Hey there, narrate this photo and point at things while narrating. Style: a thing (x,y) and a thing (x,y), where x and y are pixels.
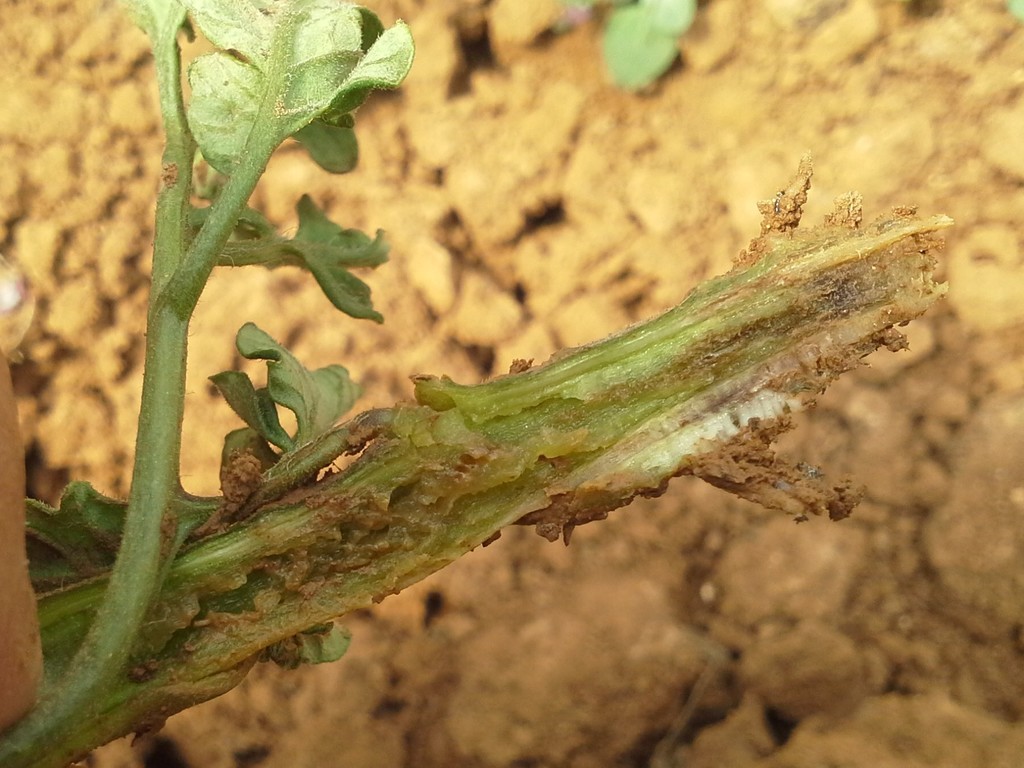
In this image we can see the plant (292,504) and the background of the image (580,643) is blurred.
